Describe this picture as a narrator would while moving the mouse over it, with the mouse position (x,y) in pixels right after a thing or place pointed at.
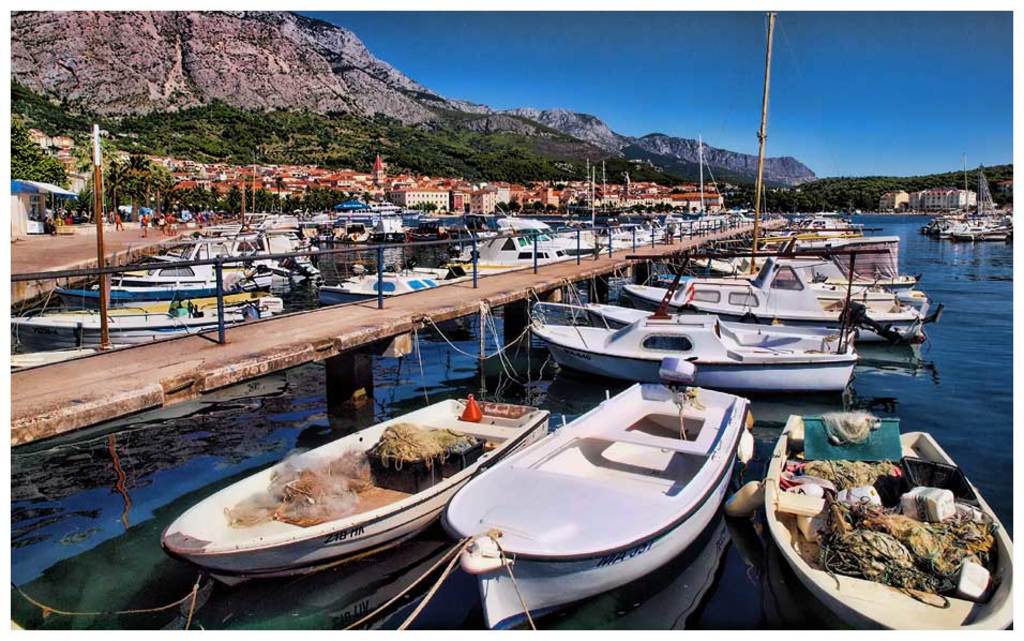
In this image we can see a group of boats (817,560) in a large water body (763,433). We can also see a bridge (531,298), poles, ropes (491,326) and some people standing on the ground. On the backside (525,178) we can see a group of buildings (525,194), trees (492,159), the hills (508,178) and the sky (871,147).
